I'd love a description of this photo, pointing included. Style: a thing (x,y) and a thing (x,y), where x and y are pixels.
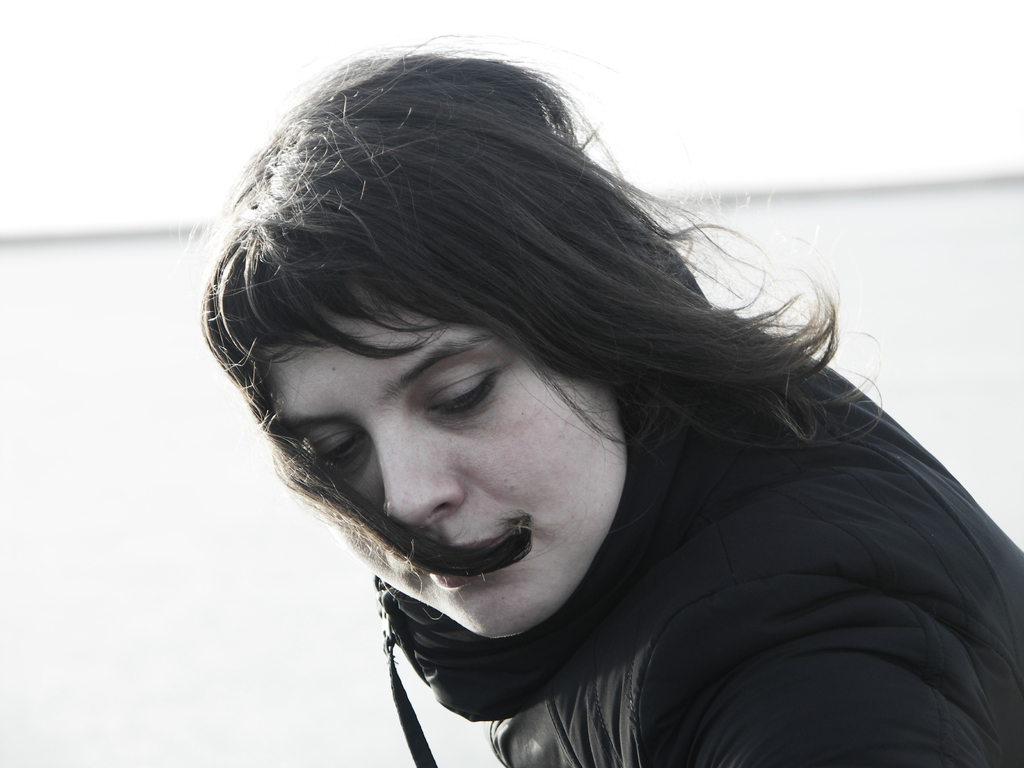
In this image we can see a woman (723,692). The background (34,617) is blurry.
